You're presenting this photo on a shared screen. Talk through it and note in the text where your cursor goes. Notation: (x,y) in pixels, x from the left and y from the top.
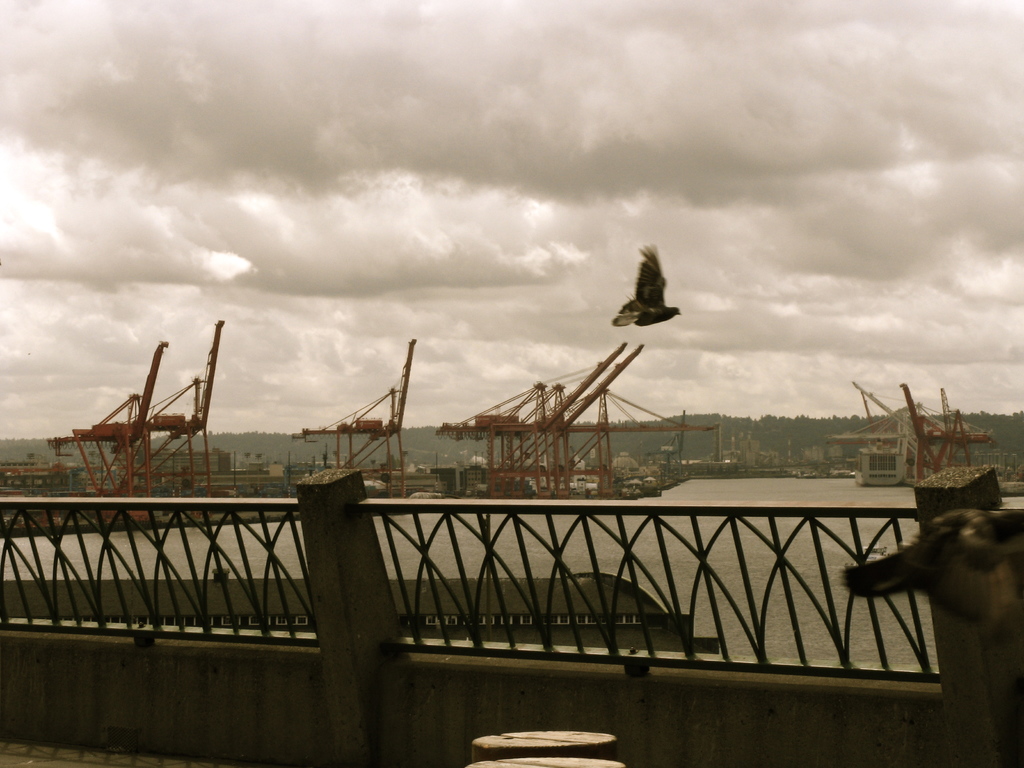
In this picture we can see river (724,487) and this is the fence (723,505). And on the background (769,440) there are many trees (281,437). This is the bird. And there is a sky (855,263) with heavy clouds (292,289).
